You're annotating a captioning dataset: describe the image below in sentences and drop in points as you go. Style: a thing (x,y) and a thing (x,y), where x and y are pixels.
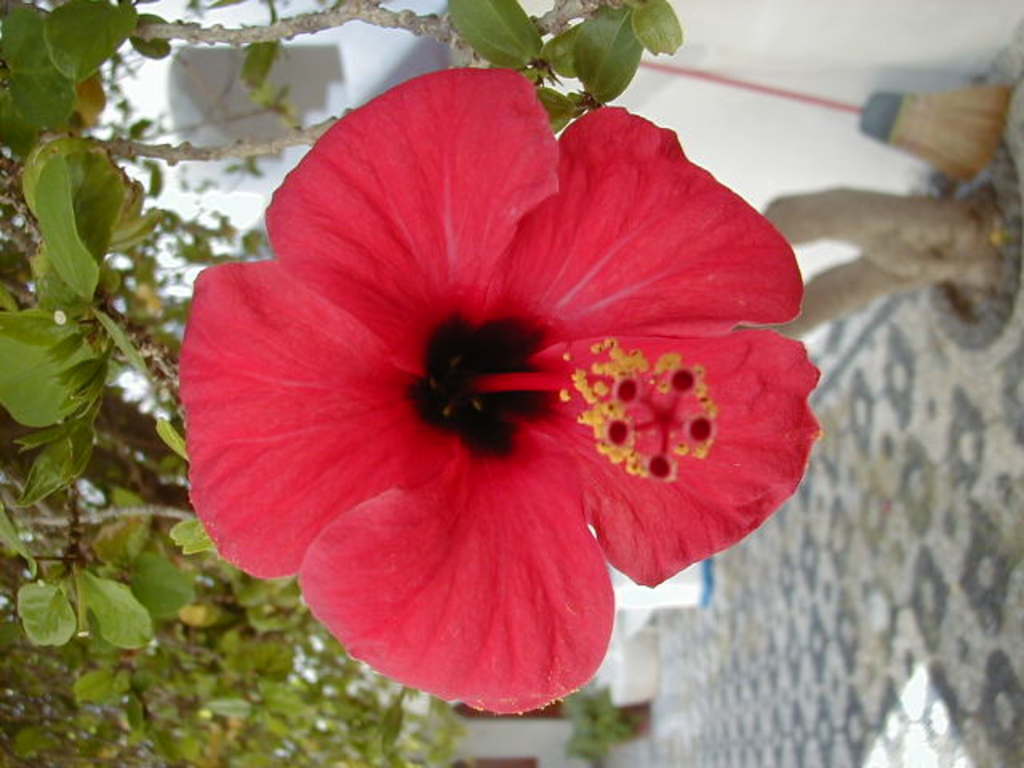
In this image, we can see a plant (238,679). There is a flower (605,300) in the middle of the image (487,494). There is a sweeping broom (926,137) in front of the wall (816,125).
